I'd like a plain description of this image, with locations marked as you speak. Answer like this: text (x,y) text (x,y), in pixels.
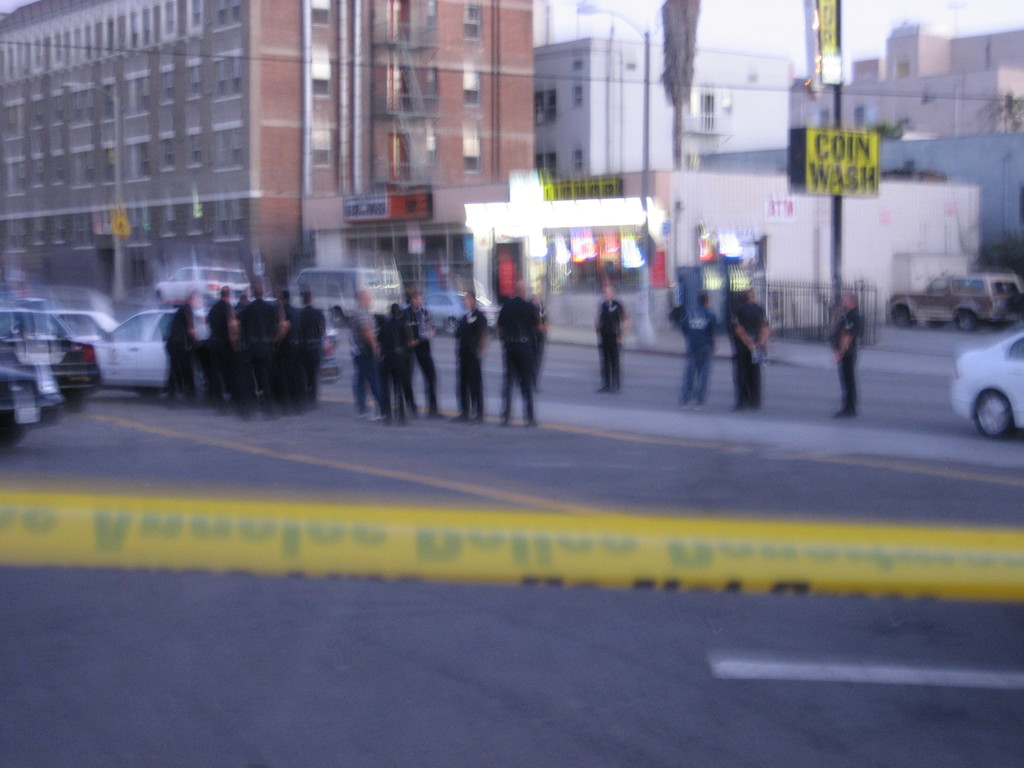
This picture is a blurred picture. There are some people (263,372) standing on the road (449,370) and there are some vehicles (104,376) beside them. In the background (178,183) we can observe a brown coloured building (229,130). There is a pole (835,201) with a board (829,174) named coin wash. There is a street pole light (596,10). In the front (527,545) we can observe a ribbon (395,544) which is tied across something.
